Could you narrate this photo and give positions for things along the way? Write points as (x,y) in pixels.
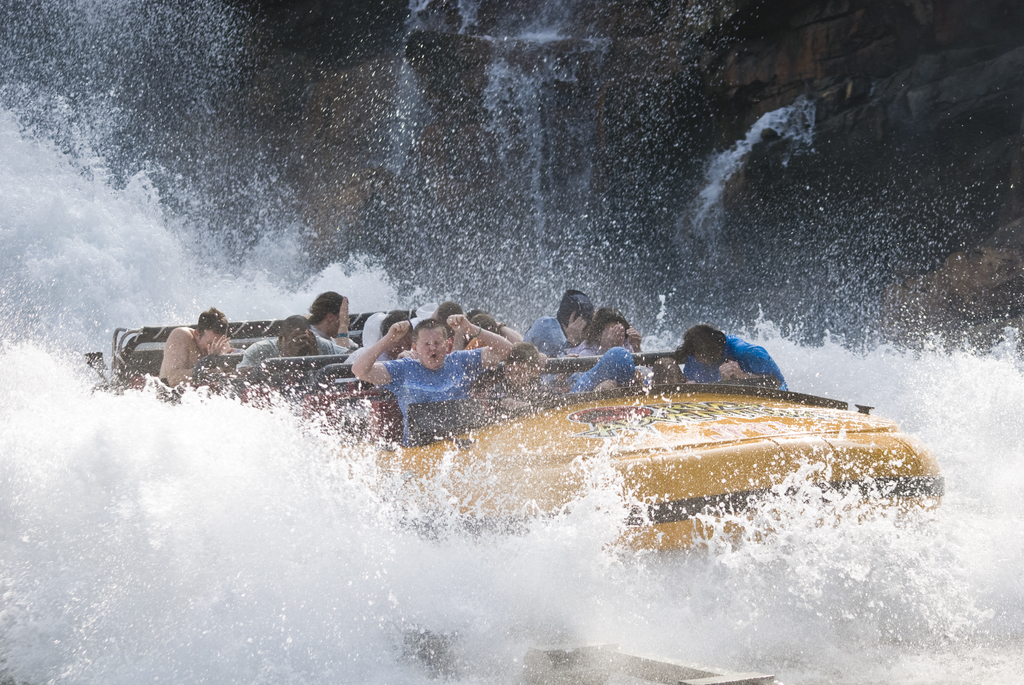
In this picture I can see a group of people (579,343) are sitting in a yellow color boat (679,464). They wore blue color t-shirts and this is water (551,600) in this image.
